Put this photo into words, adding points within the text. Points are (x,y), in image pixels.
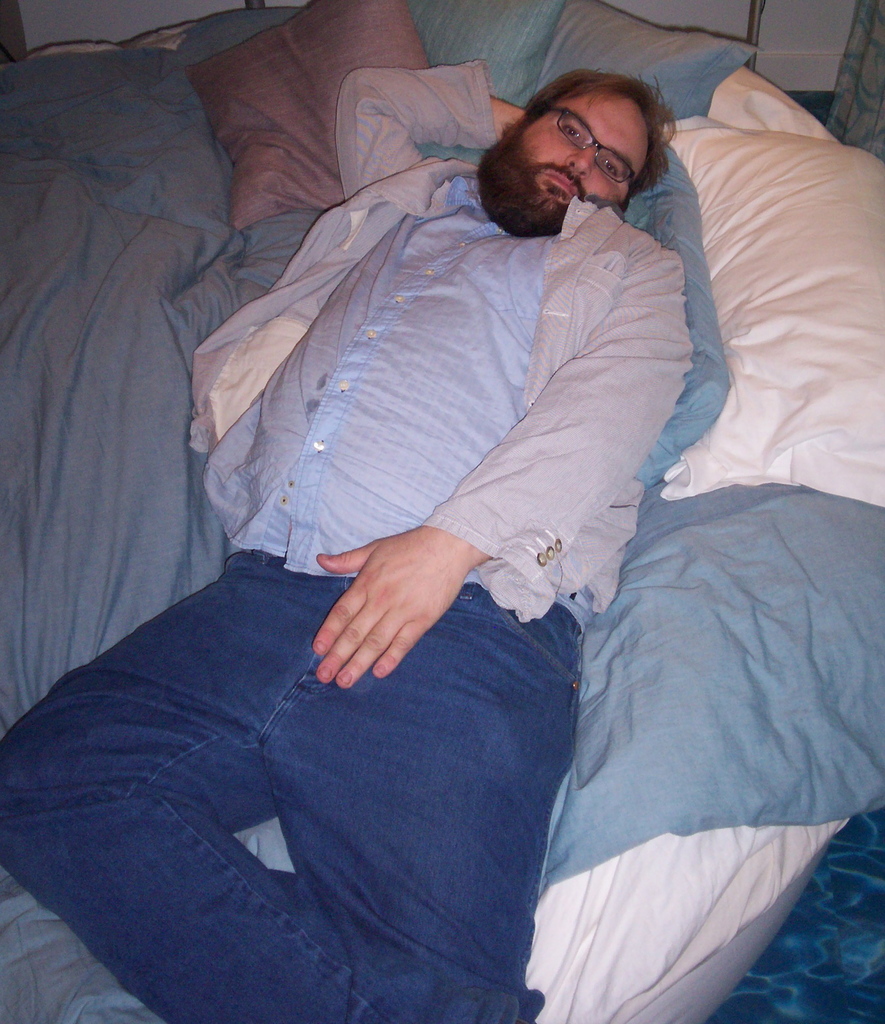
A man (595,469) is lying on the bed (763,513), he wore shirt (577,602), trouser (502,731), spectacles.
